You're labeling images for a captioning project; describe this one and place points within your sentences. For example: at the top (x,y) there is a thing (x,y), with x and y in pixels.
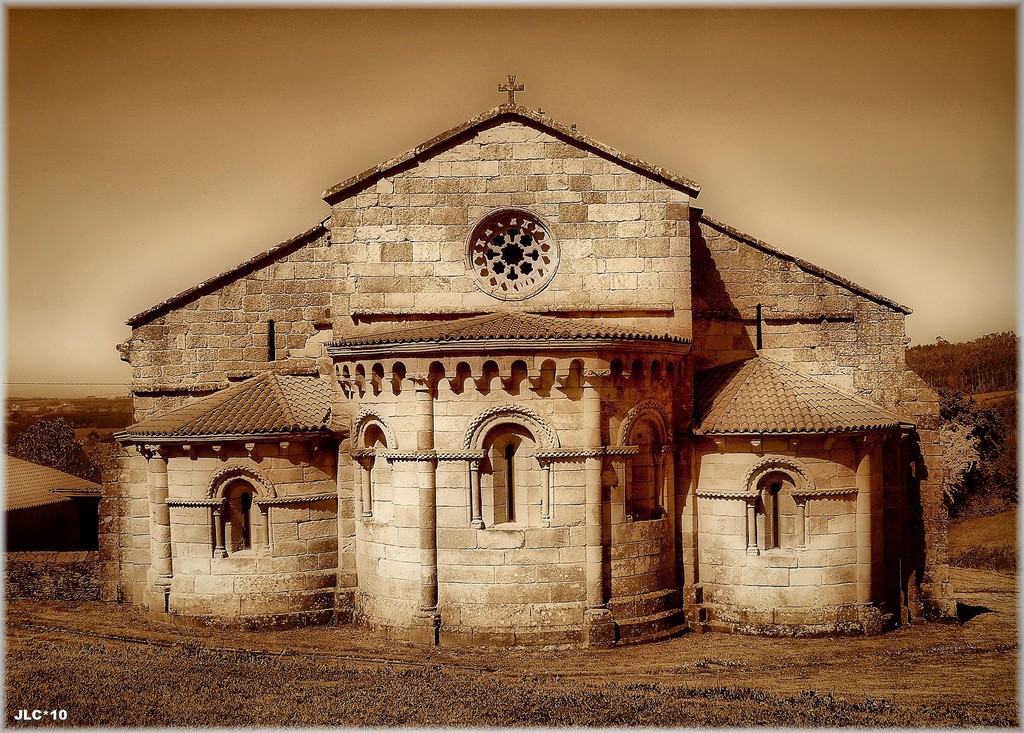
In this image I can see a building (154,460). At the bottom of the image (191,694) I can see the grass (147,694). In the background (49,451) there are some trees (951,365). On the top of the image (797,121) I can see the sky (799,138).
